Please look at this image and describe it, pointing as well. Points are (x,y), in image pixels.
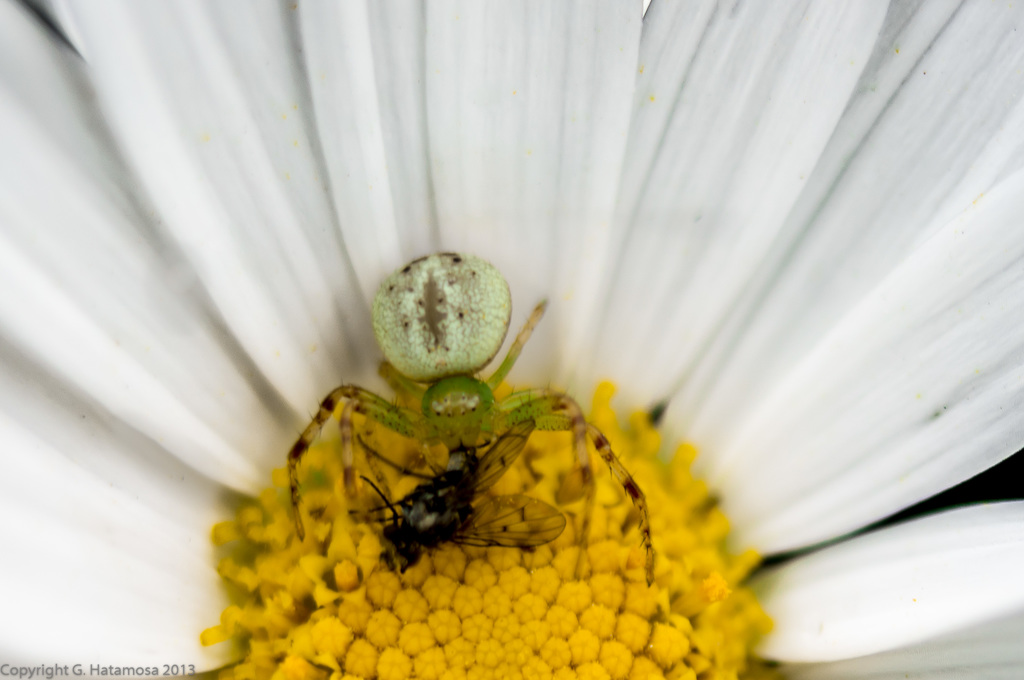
In this image I can see a white and yellow colour flower (645,449) and on it I can see a spider (289,476) and a housefly (470,522). On the bottom left side of this image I can see a watermark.
